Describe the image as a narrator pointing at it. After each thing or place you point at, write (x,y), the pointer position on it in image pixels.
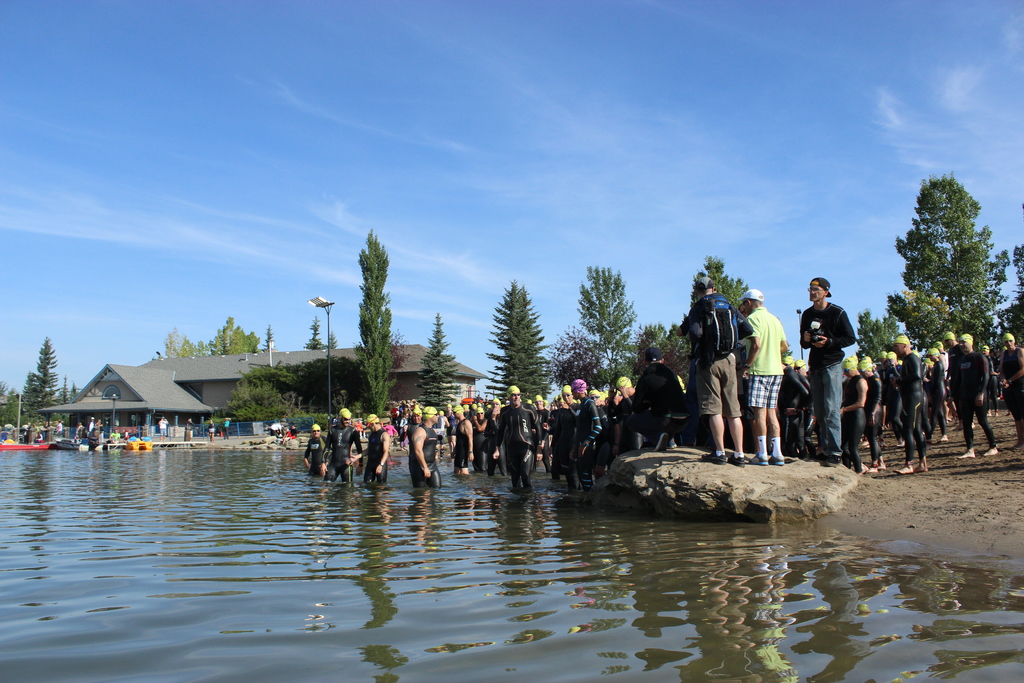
In the foreground of the picture (376,481) there are people (831,456), sand (1018,482), rock (605,485) and water (235,510). In the center (509,334) the picture there are trees (368,350), light (329,374), building (171,389), boats (134,443) and people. Sky (304,142) is not clear and it is sunny.
